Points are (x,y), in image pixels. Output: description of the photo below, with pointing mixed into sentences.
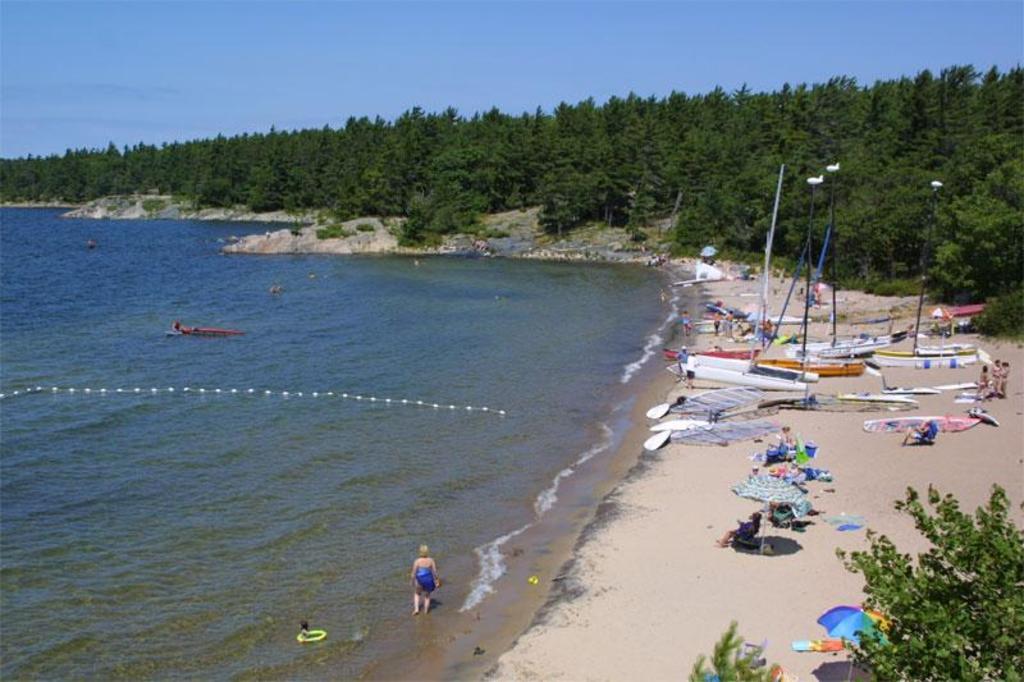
On the left side (243,442) it is the water (312,476), on the right side (804,512) few persons (784,507) are sitting under the umbrellas (769,503) and there are trees (1010,210). A person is standing in the water (437,591), at the top (497,78) it is the sky (497,78).
